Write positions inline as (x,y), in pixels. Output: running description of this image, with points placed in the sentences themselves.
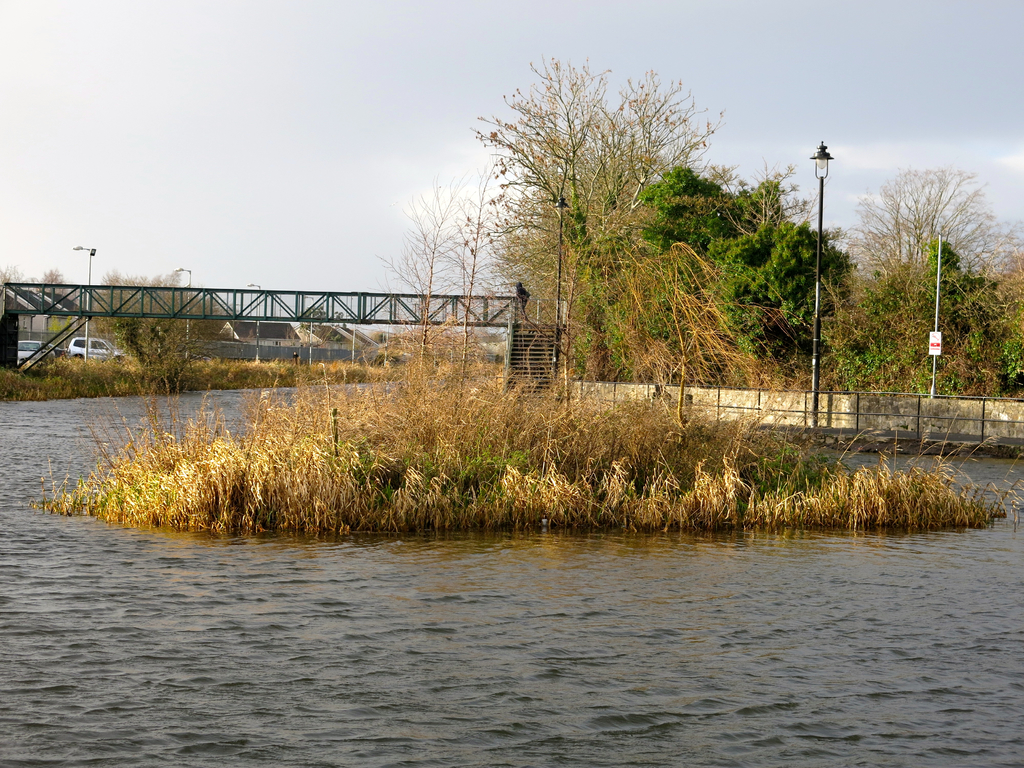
This picture is taken near the lake (102,541) where there are trees (714,341) and a bridge (301,299) and where there are some houses (290,325) surrounded by the trees (147,365) and there are two cars (80,353) on the road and in the middle of the water (878,553) there is one small grassland (570,476) is present.
